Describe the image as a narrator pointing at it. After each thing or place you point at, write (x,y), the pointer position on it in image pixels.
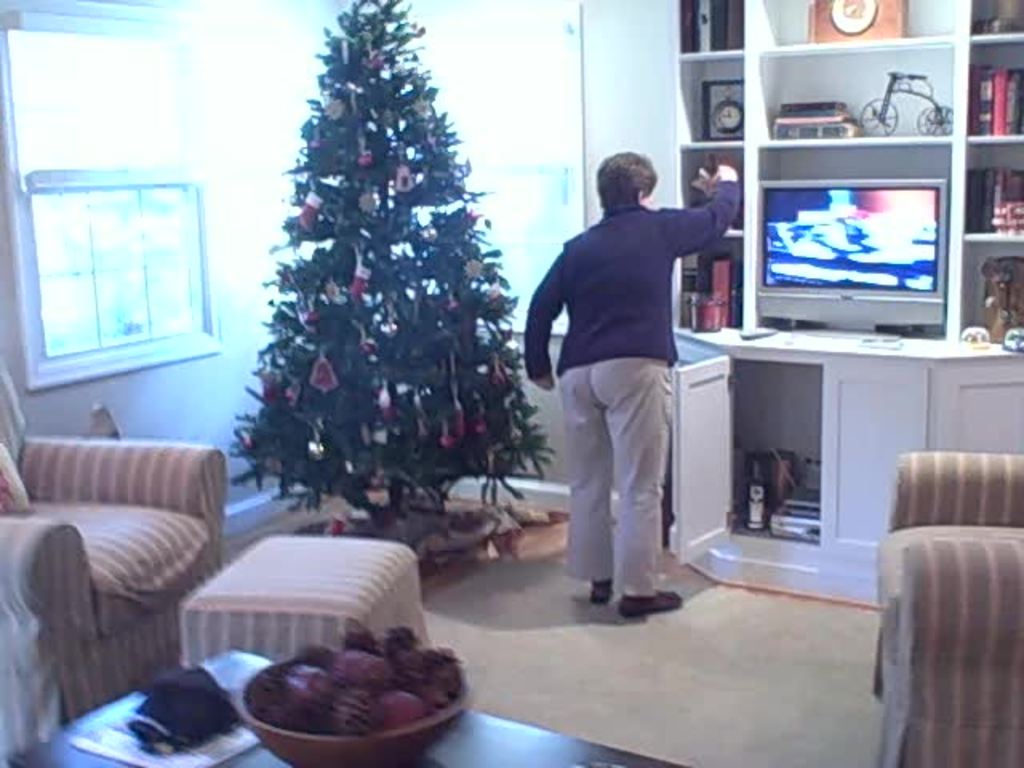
In the image we can see there is a person (658,399) standing and there are decorative items (1022,23) and books (993,111) kept in the shelves (731,157). There is a decorated christmas tree (446,286) and there are fruits (378,673) kept in the bowl (398,745). There are chairs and there is window (201,277) on the wall (240,258).
